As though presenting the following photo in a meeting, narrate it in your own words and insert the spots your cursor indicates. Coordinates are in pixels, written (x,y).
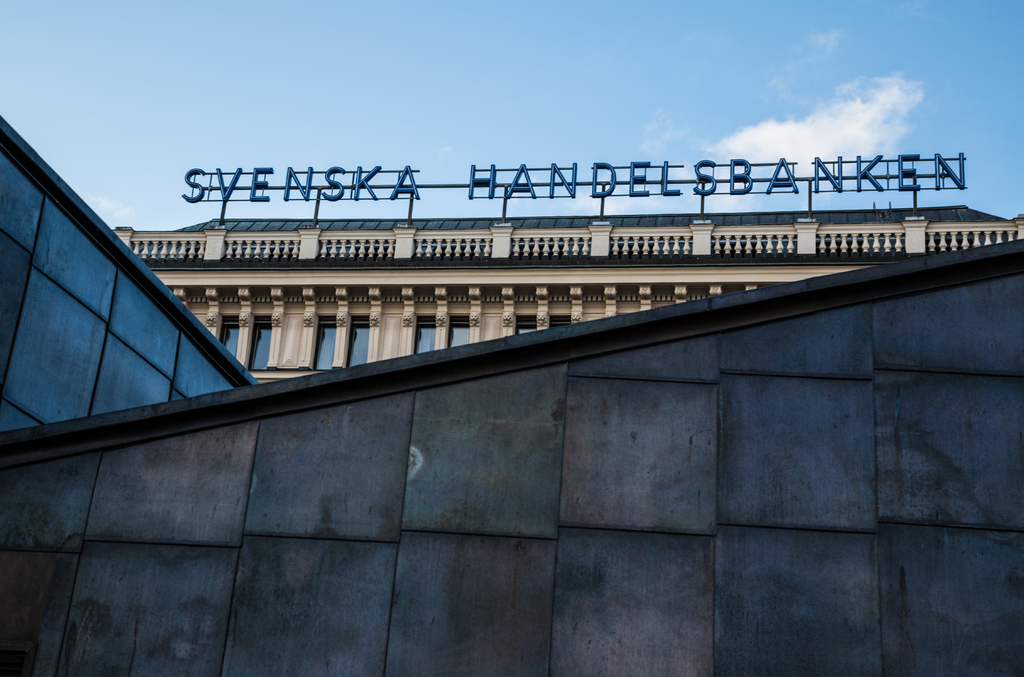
In this image I can see buildings (494,223). Here I can see some names (569,188) on the building (764,251). In the background (526,109) I can see the sky (402,117). Here I can see a wall (505,547).
